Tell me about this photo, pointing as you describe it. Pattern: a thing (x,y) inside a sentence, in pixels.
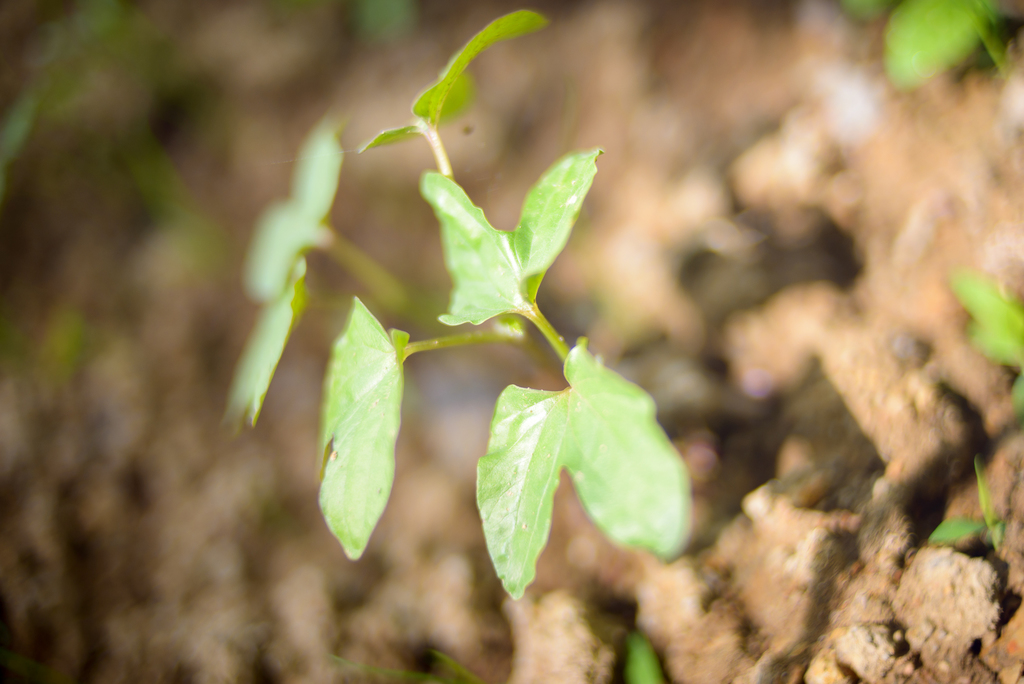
In this image I can see number of green colour leaves (329,164) and I can also see this image is little bit blurry.
